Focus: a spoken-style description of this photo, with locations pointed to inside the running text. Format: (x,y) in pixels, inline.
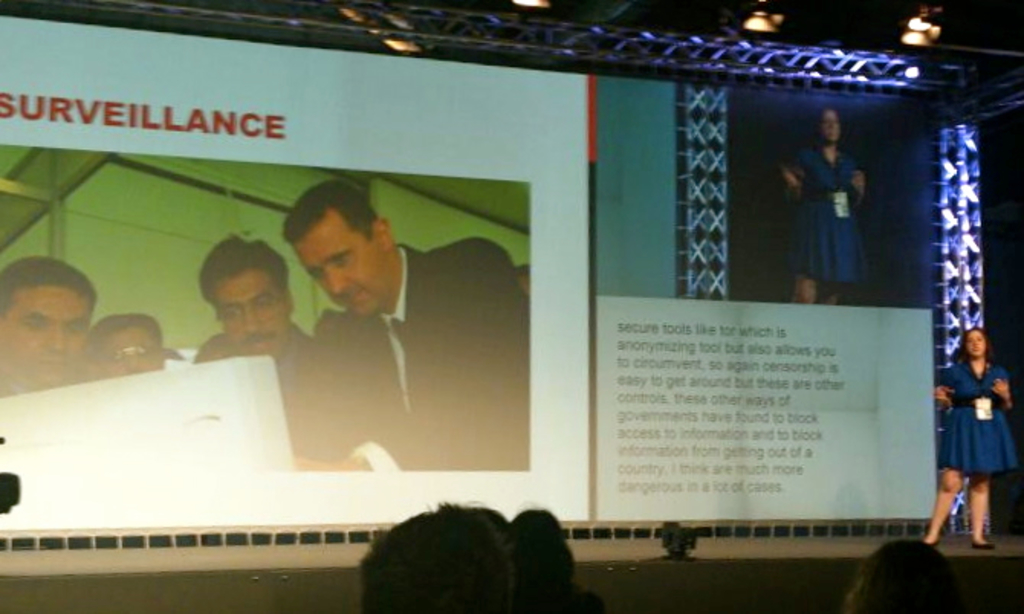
In this image we can see a lady person (949,463) wearing blue color dress (942,442) standing on stage (783,542) and in the background of the image (165,257) there is a projector screen (275,239) on which some video (338,252) is displaying and there are some lights (929,41), rods (910,68) and in the foreground of the image (530,590) there are some persons (530,590) sitting.
